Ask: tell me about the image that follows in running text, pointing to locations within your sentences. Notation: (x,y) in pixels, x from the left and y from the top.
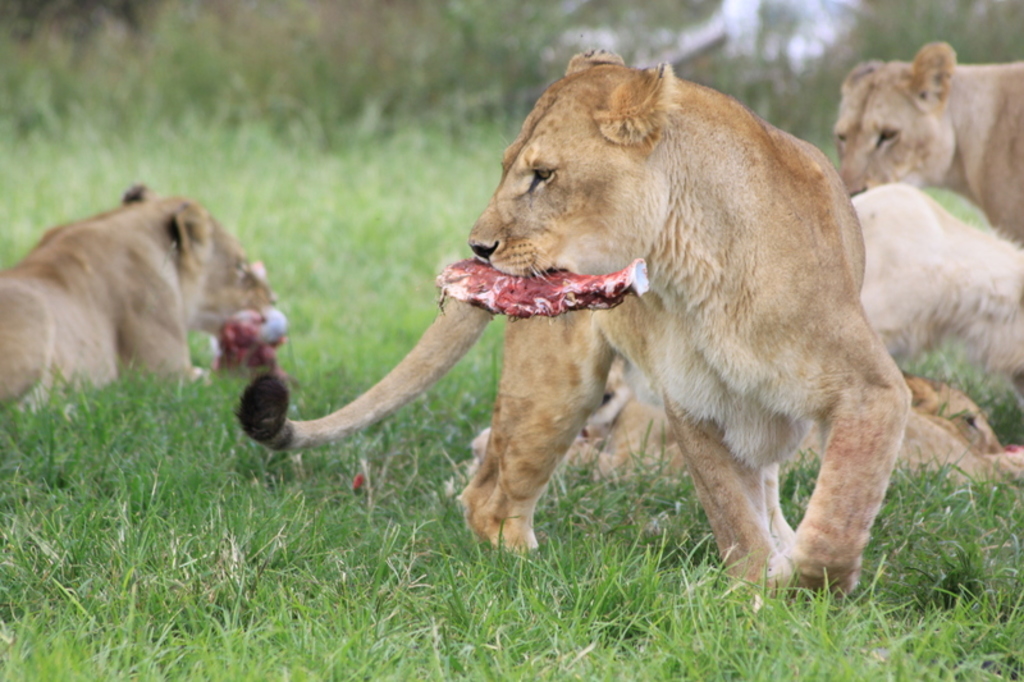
An outdoor picture. These are lions (841,145). This lion (766,332) is eating a meat (541,297). Grass (325,561) is in green color.
